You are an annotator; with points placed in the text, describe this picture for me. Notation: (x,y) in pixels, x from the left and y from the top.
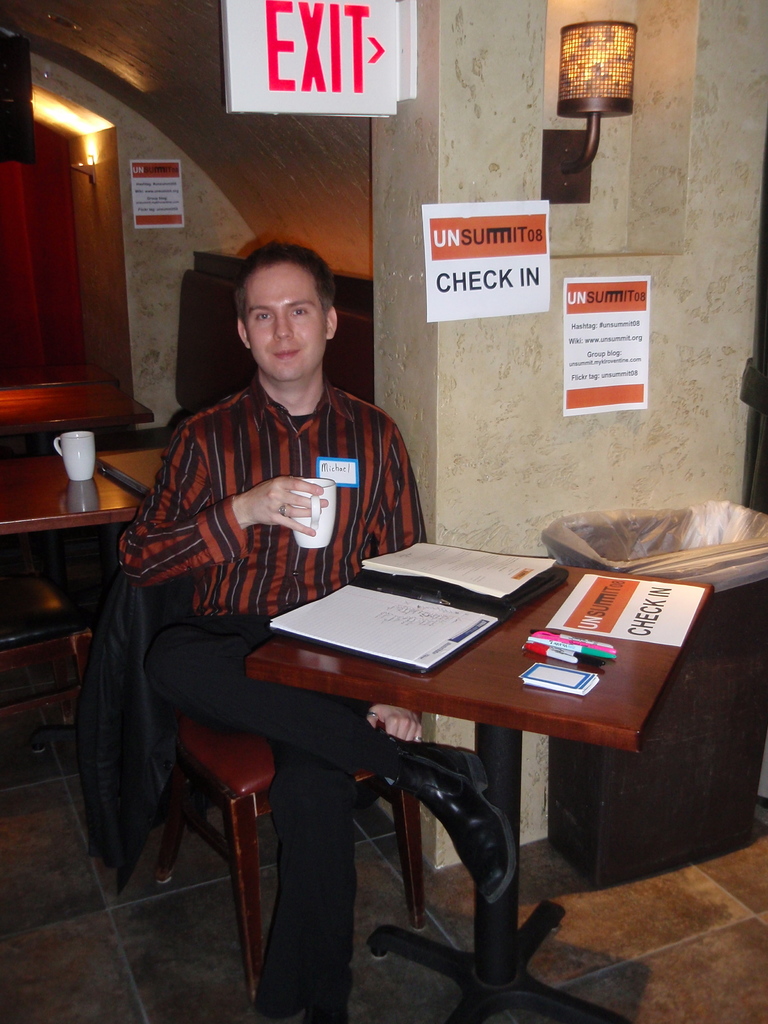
Picture of a man (343,562) sitting in the chair (260,767) near the table (283,656) and in table (494,642) there are book (439,587), pen (533,646), card (547,666) and in the back ground (558,486) there is a wall (586,205), lamp (579,194), door (41,167), cup (57,442) in the table (82,486) and a dustbin (741,593).
